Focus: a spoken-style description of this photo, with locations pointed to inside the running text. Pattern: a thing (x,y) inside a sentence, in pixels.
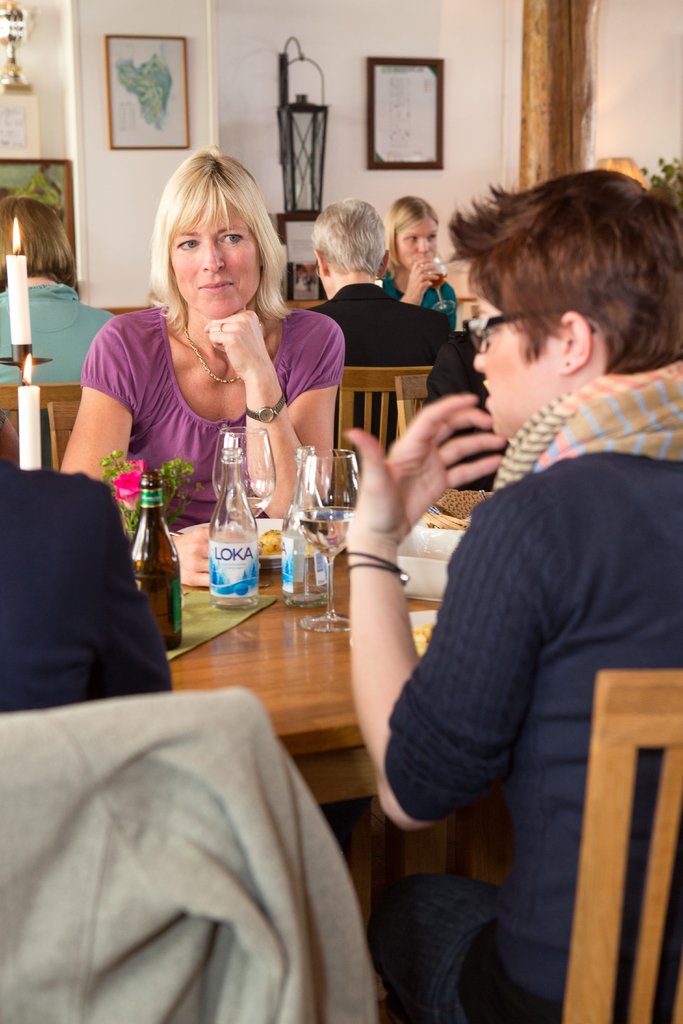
It is a closed room (320,259) where people (522,501) are sitting on the chairs (274,808) in front of the table (328,660) on which bottles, plates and bowls (435,557) and a small flower plant (120,507) and candles (26,426) are present and behind that there is a wall (512,10) where one lamp (298,146) and photos (393,79) are attached to it.
